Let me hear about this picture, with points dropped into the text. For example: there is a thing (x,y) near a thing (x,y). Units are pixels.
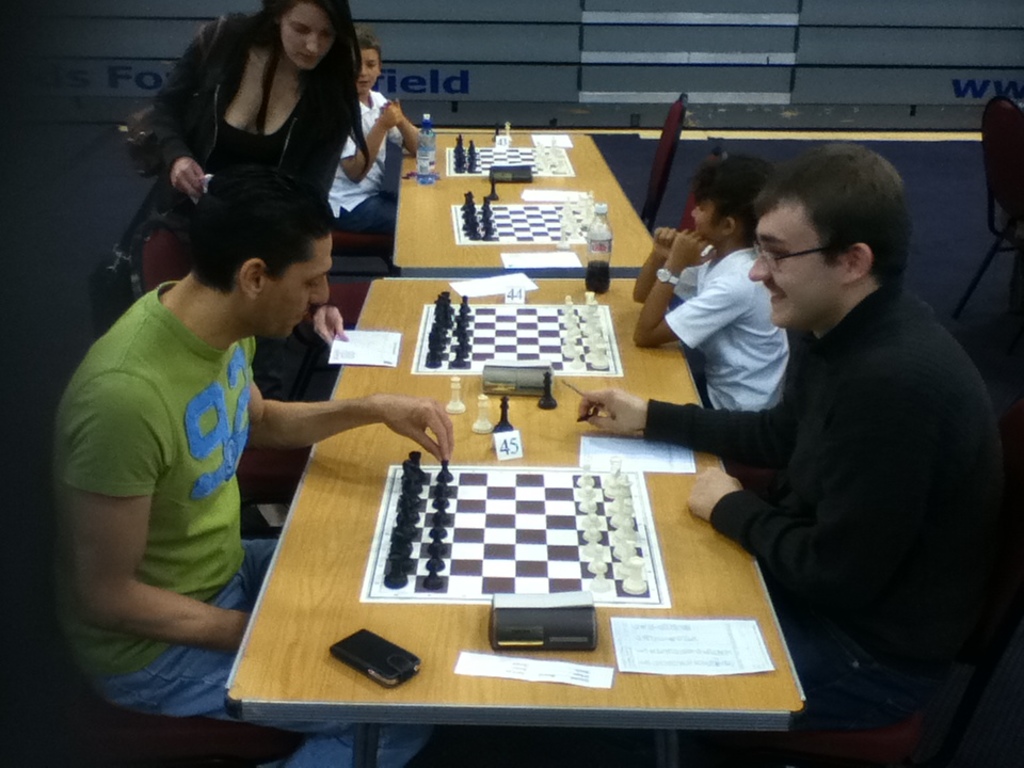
In this picture, there are group of people (251,370) who are playing chess. There is a bottle (424,153) placed on the table (431,193). There is a phone (373,679) placed on the table (315,636) and a paper (659,652) is also placed on the table (606,611). To the left (154,383), a man (165,430) wearing a green shirt (179,469) playing chess. There is a woman (226,117) wearing a black dress (219,124) is standing and a little boy (356,188) is sitting on the chair (373,246). To the right (791,321), there is a man (865,415) wearing a black shirt (850,449) is sitting on the chair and smiling. There is a child (678,284) who is sitting on the chair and smiling.
